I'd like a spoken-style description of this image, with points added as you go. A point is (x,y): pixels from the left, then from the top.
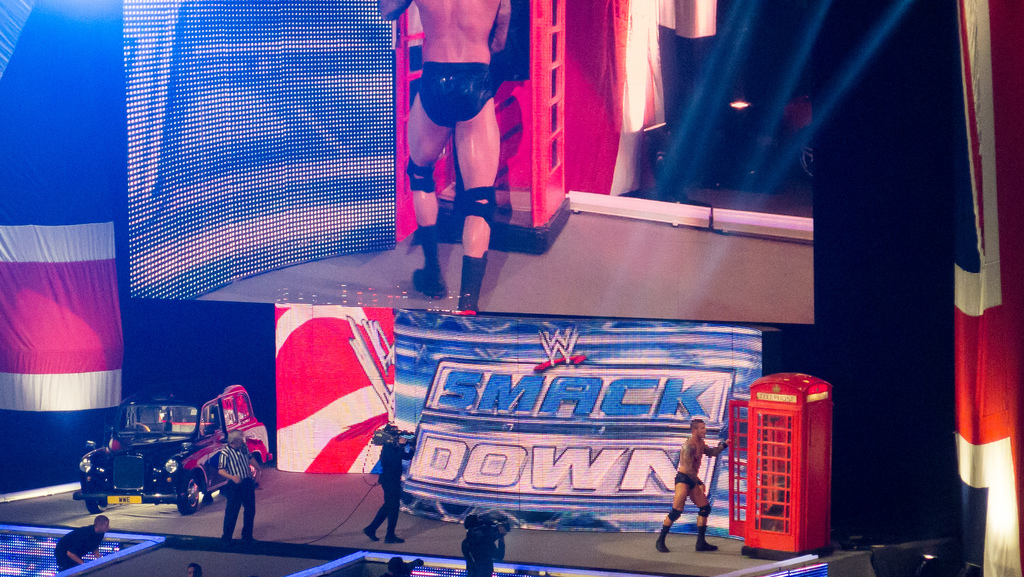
In this image I can see few people (486,568) are standing, I can see two of them are holding cameras (385,434). I can also see a black color car (208,475), a red color telephone booth (768,440) and in the background (498,277) I can see a screen (420,293) and I can see smackdown is written over here. On this screen (464,217) I can see a person (412,152).
